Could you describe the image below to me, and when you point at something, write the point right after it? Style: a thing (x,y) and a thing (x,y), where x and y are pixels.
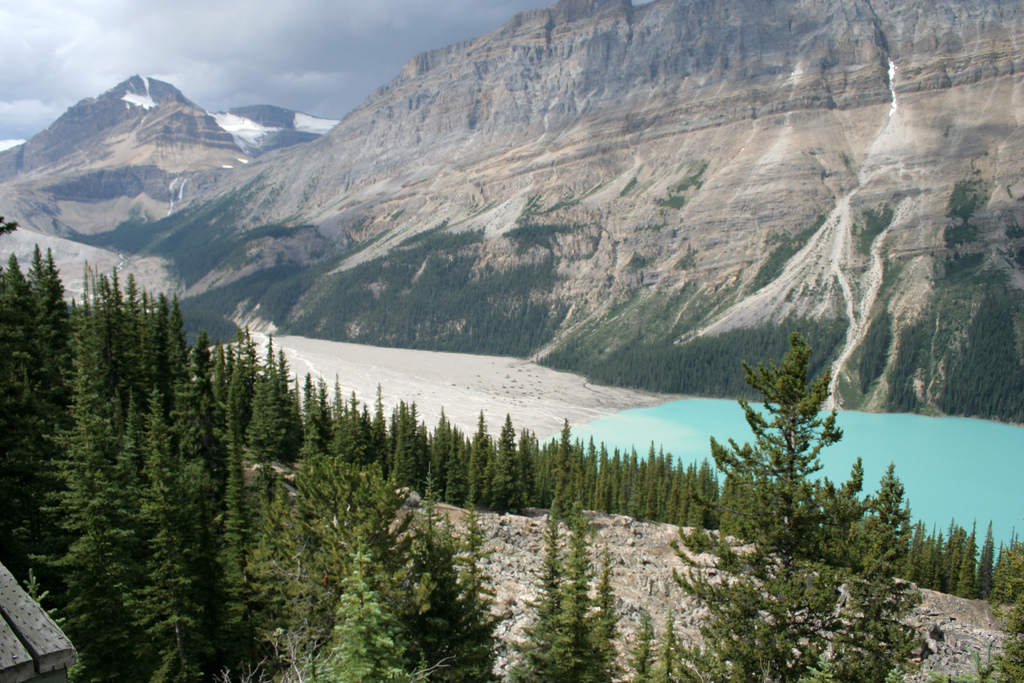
In this image we can see few trees (661,390), stones (539,561), mountains (392,154) and water (742,443), also we can see the sky (204,67) with clouds (157,52).
